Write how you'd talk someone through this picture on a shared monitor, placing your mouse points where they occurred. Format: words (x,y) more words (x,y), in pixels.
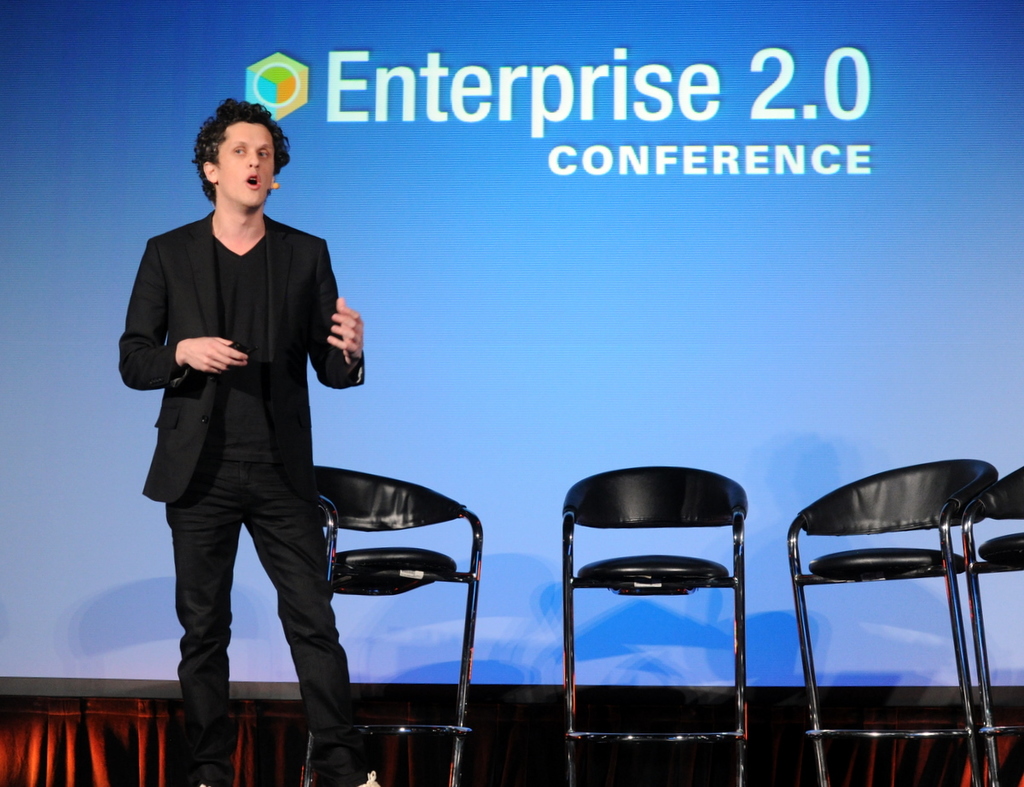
In this picture we can see man (208,297) wore blazer (195,278) talking on mic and beside to him there are four chairs (351,556) and in background (542,132) we can see screen (565,331).
